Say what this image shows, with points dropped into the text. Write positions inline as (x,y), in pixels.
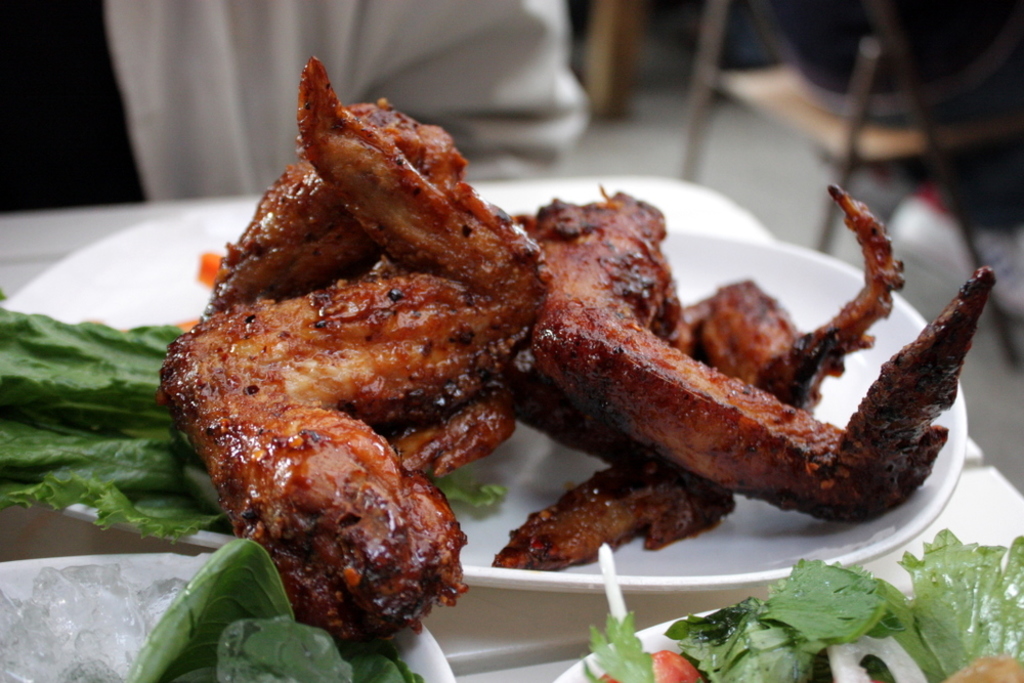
In this image I can see a white colored plate (717,560) and on it I can see a food item (652,437) which is brown and black in color. I can see few leaves (151,401) which are green in color and some ice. In the background (984,203) I can see few persons (969,202) sitting on chairs (864,90).
